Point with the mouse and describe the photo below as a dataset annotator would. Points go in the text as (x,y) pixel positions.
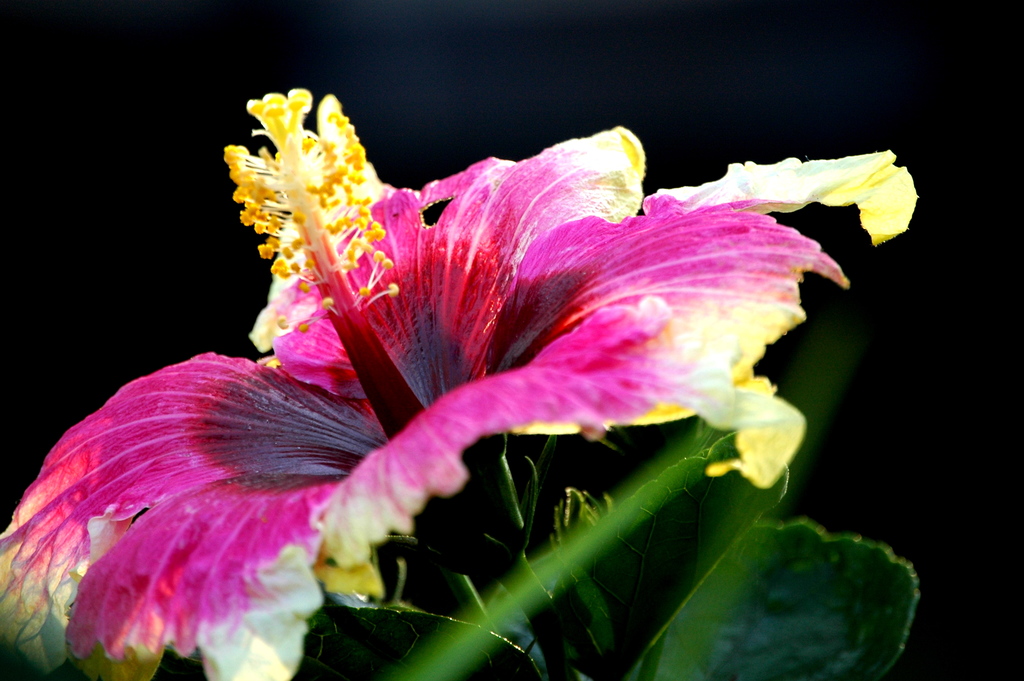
Background (1006,207) portion of the picture is completely dark. This picture is mainly highlighted with a hibiscus flower (747,306). We can see the green leaves (717,603).
